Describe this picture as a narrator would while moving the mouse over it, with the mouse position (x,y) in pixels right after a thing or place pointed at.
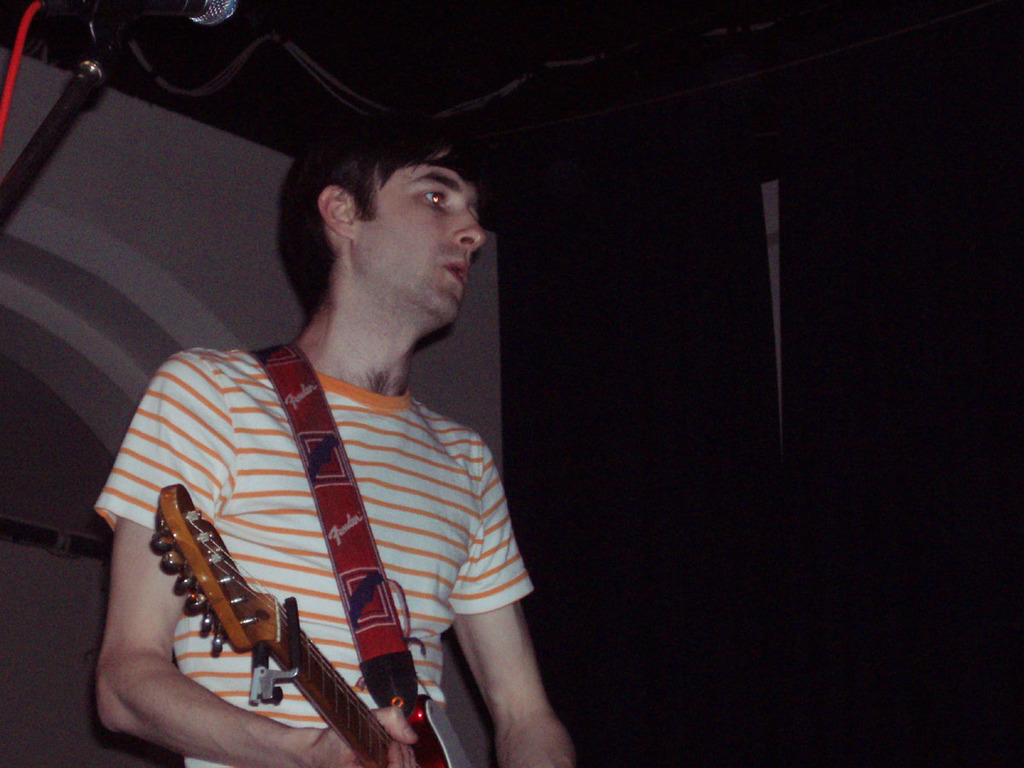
In the picture we can see a man (422,498) holding a guitar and is wearing a white T-shirt (406,486) with orange lines (429,552) on it, in the background (252,255) we can see a wall (237,244) which is white and to the right hand side (780,110) there is dark.
